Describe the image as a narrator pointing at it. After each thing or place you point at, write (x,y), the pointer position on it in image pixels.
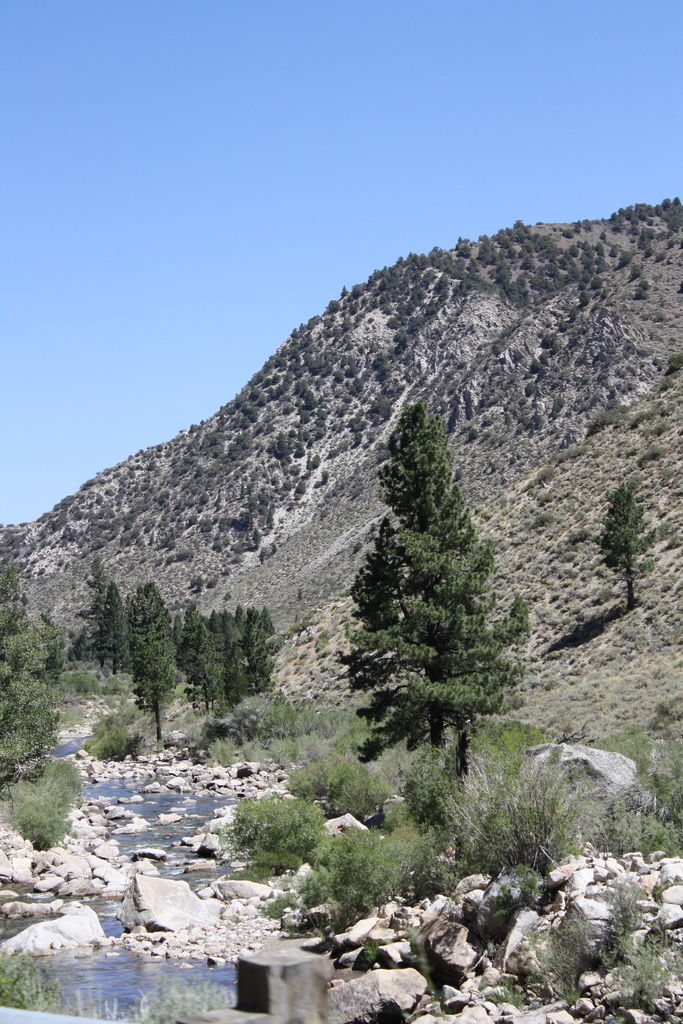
In this image there is the sky (362,142) truncated towards the top of the image (329,104), there are mountains (393,344) truncated, there are plants (47,827), there are trees (383,659), there are trees (517,294) on the mountains (425,399), there is water (111,915), there are rocks (626,862) truncated towards the right of the image (616,865), there are trees (31,710) truncated towards the left of the image (7,706), there are rocks (59,866) truncated towards the left of the image (82,862), at the bottom of the image (244,990) there is a wooden object (278,994) truncated.
